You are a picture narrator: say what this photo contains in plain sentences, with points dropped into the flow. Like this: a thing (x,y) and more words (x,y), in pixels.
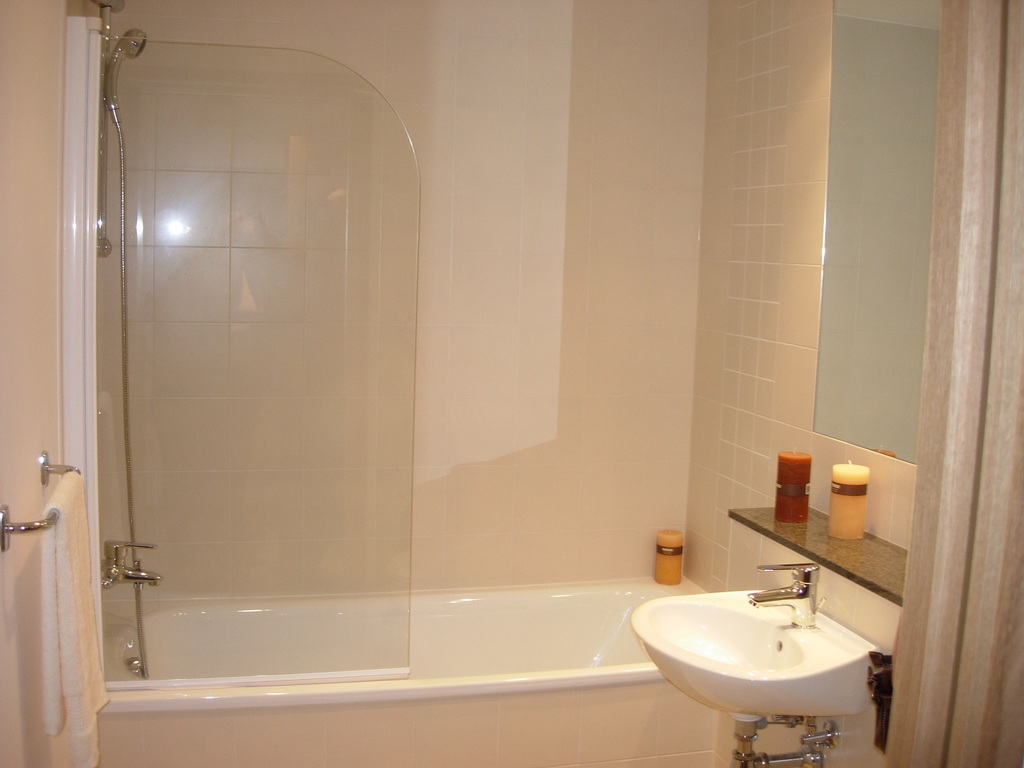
In the background (633,171) we can see the wall (742,266). We can see a bathtub (419,598), in the corner there is a candle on the bathtub (148,618). We can see a shower tap (139,565). On the right side (912,143) we can see a mirror (910,250). On the rack (882,561) we can see candles (810,489). This is a wash basin (827,630) with tap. On the left side (73,514) we can see a towel (68,532) on the stand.
